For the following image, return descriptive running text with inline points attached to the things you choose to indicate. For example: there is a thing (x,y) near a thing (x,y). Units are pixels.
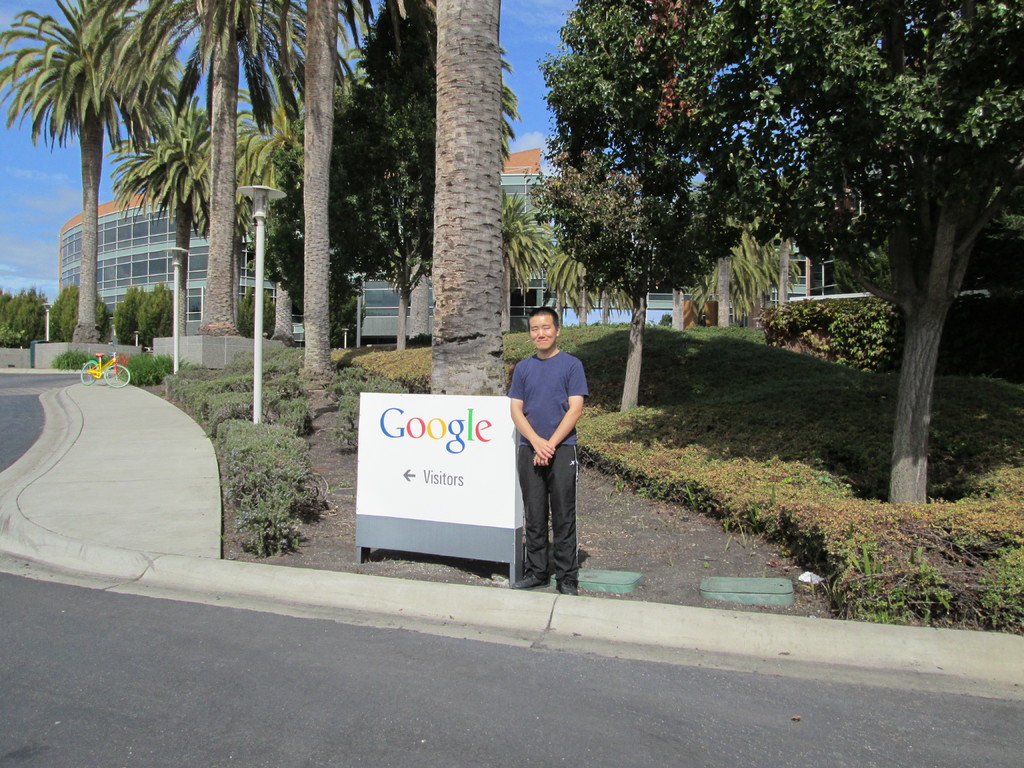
This picture is clicked outside. In the center (537,354) there is a person (536,357) wearing blue color t-shirt (550,375), smiling and standing and we can see the text (470,429) is written on the board (462,543). On the left (100,368) there is a bicycle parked on the ground (135,433) and we can see the plants (268,473), trees (270,222), lamps (264,188), poles (260,231), buildings (196,299). In the background (547,43) there is a sky (531,117).
